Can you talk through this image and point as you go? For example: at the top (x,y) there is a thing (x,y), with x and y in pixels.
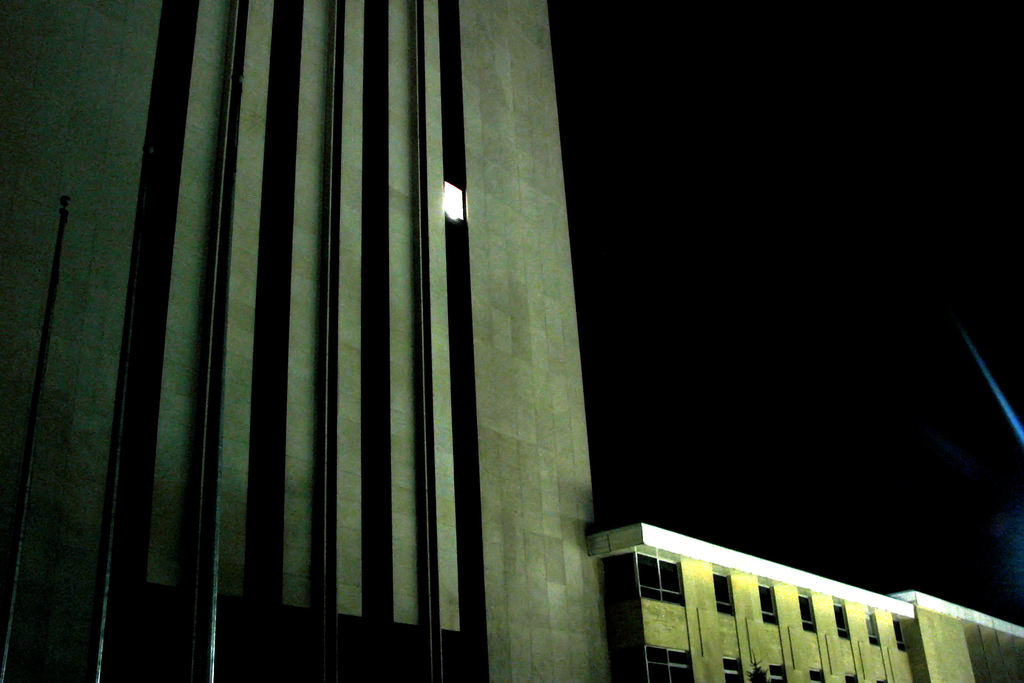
In the center of the image (433,396) buildings (492,443) are there. At the top of the image (728,92) sky (760,93) is there. On the left side of the image (17,563) a pole (18,550) is there.
